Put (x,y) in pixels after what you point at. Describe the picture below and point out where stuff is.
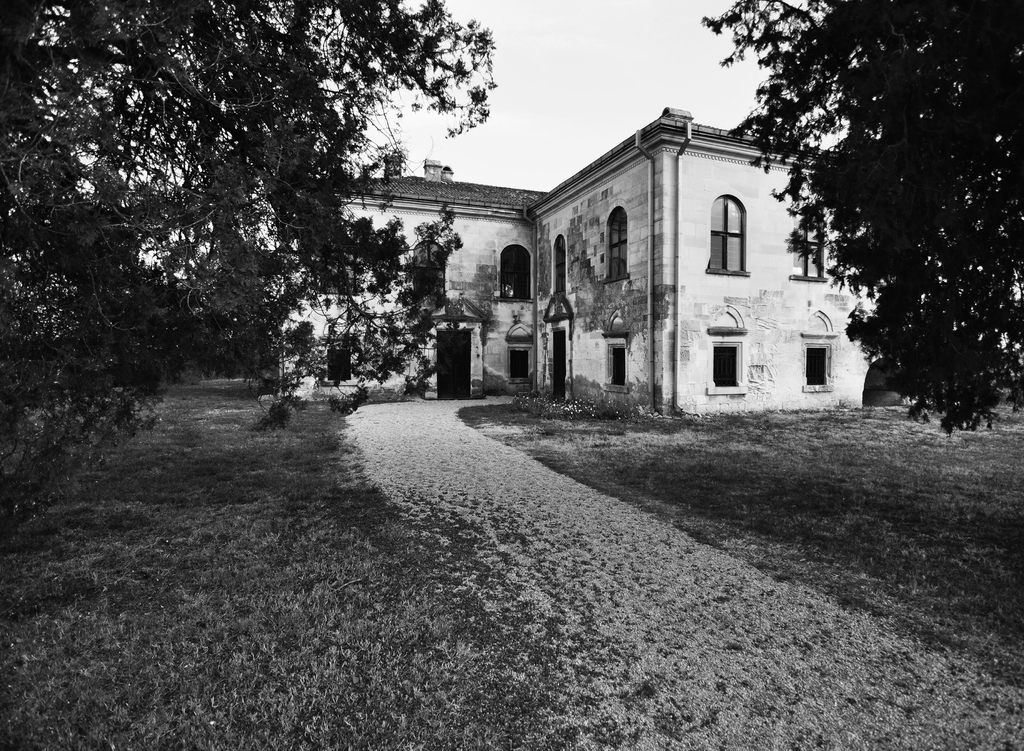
In this picture we can see grass (380,567) at the bottom (394,574), on the right side (968,376) and left side (123,210) there are trees (94,220), we can see a building (681,302) in the background (735,292), there is the sky (578,40) at the top of the picture (551,49).
